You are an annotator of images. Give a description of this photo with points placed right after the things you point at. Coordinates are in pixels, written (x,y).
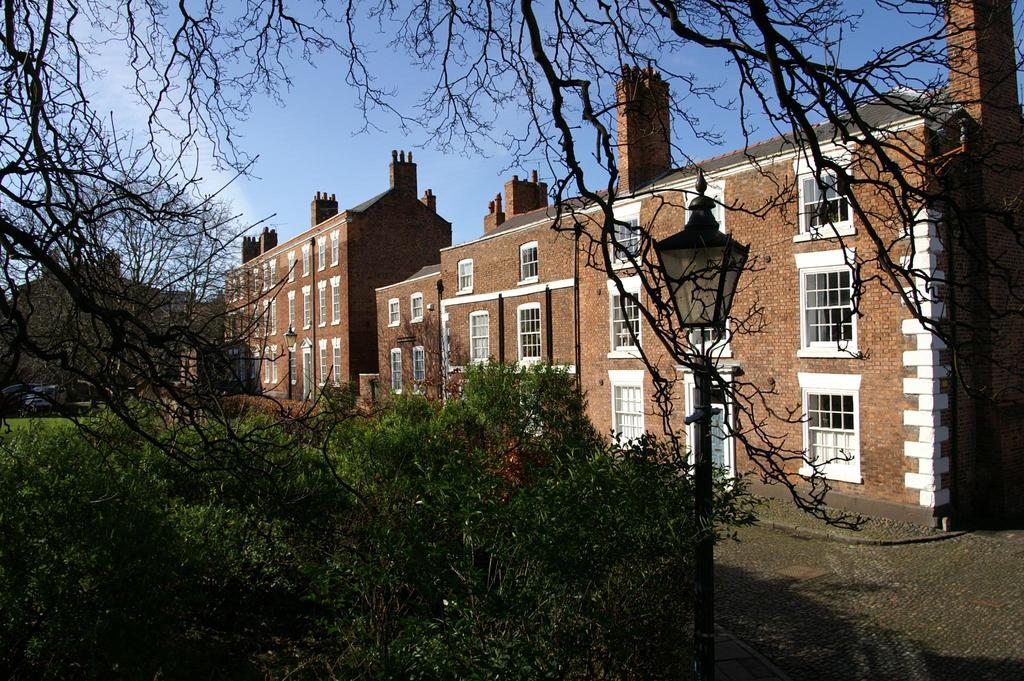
In this image we can see the buildings (561,247) and also trees (35,204) and light poles (687,290). We can also see the sky (283,154) and also the path (886,615).
